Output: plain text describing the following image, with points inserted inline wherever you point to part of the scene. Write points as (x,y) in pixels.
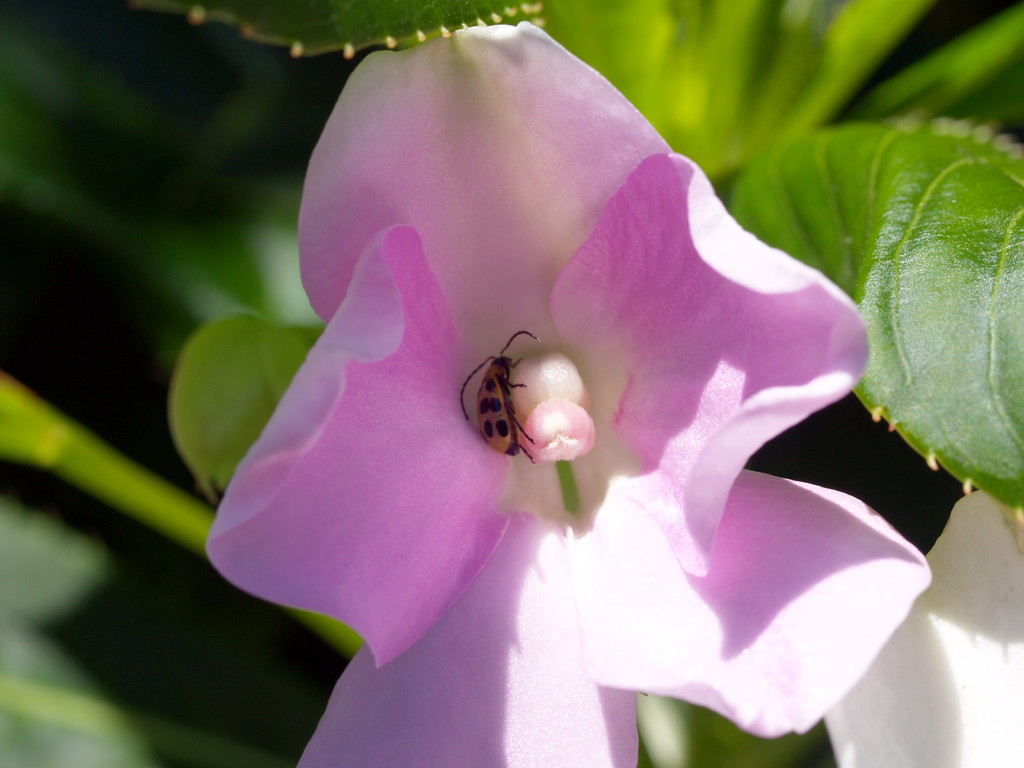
In this image I can see a flower (425,372). On the flower (543,566) there is an insect (487,393). In the background (947,328) few leaves (1019,324) are visible.
